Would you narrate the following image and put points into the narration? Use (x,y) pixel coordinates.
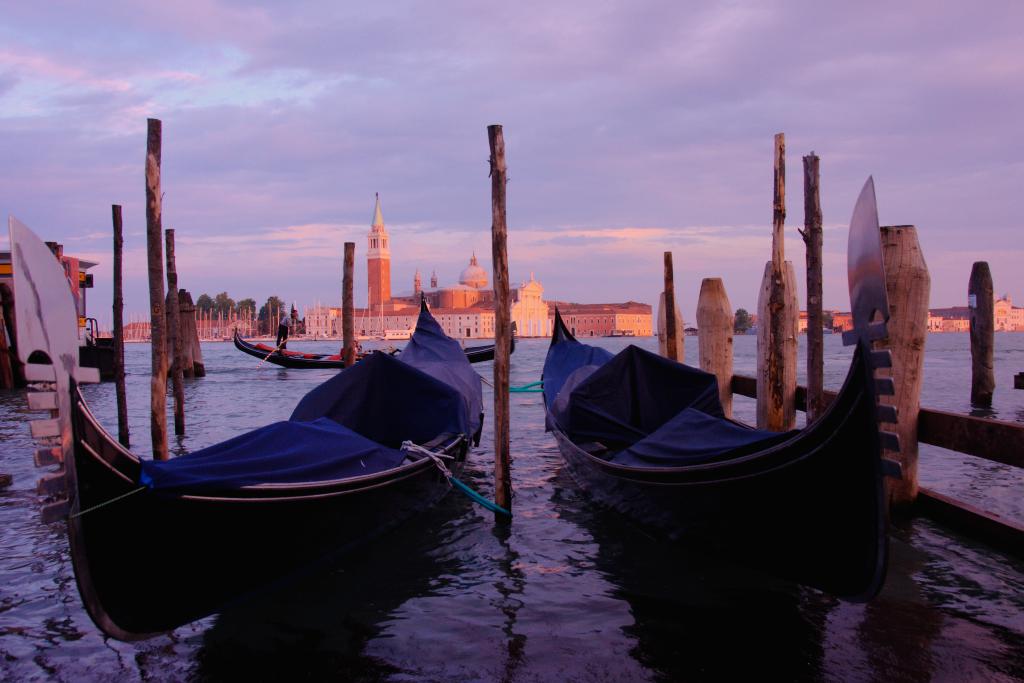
In this picture I can see many boats (430,436) on the water (486,434), beside the boats (660,438) I can see some wooden sticks (504,343). In the background (456,318) I can see the trees (263,315), church (474,276) and buildings (472,320). At the top (632,79) I can see the sky (507,70) and clouds (382,77).
